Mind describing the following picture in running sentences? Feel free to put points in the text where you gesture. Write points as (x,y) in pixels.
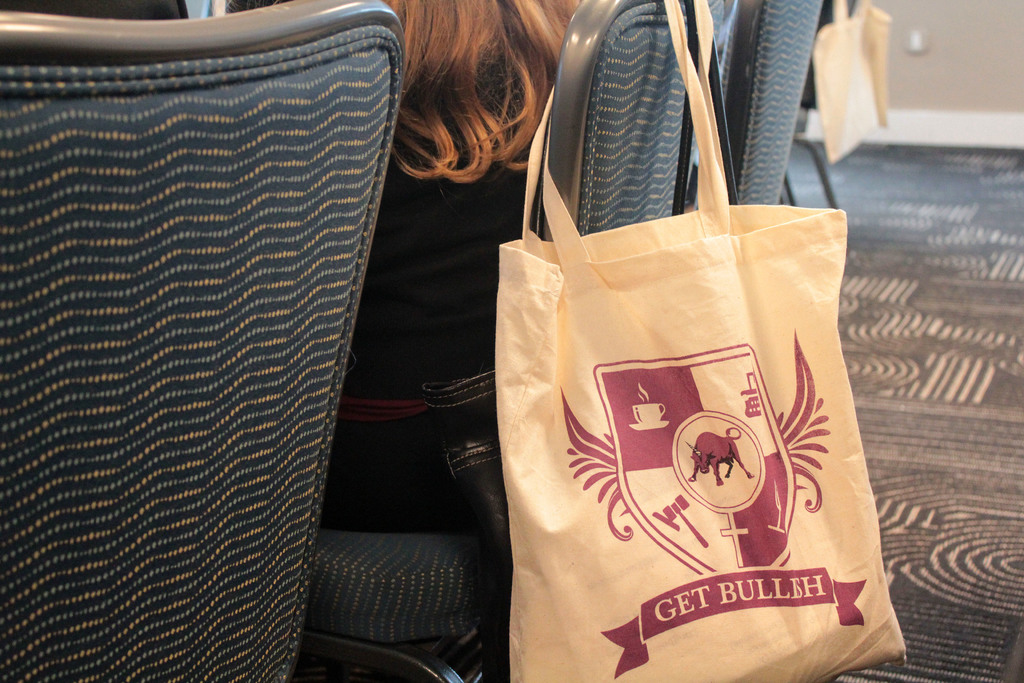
This person (436,144) sitting on the chair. We can see chairs (109,387) on the floor (922,501), on the chairs (218,290) we can see bags (775,428). On the background (960,49) we can see wall (959,59).
